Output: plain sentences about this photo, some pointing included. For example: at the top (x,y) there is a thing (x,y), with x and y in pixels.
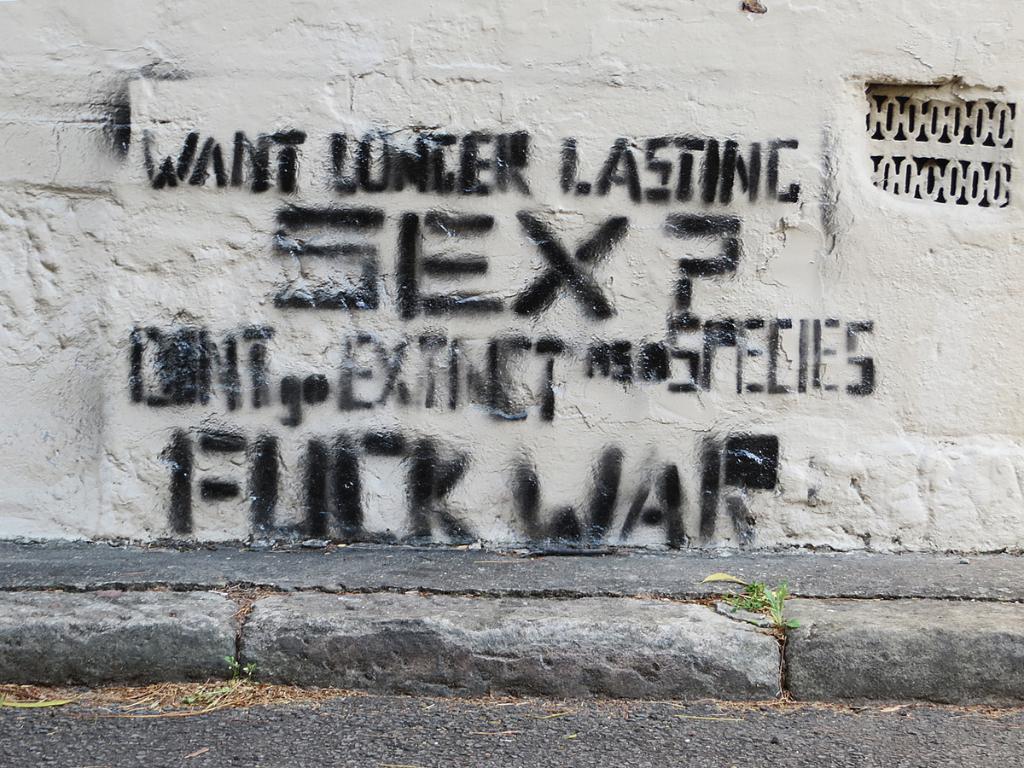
In this image I can see some text (702,528) on the wall (537,405). I can see the road (526,759). I can see a footpath (463,599).
